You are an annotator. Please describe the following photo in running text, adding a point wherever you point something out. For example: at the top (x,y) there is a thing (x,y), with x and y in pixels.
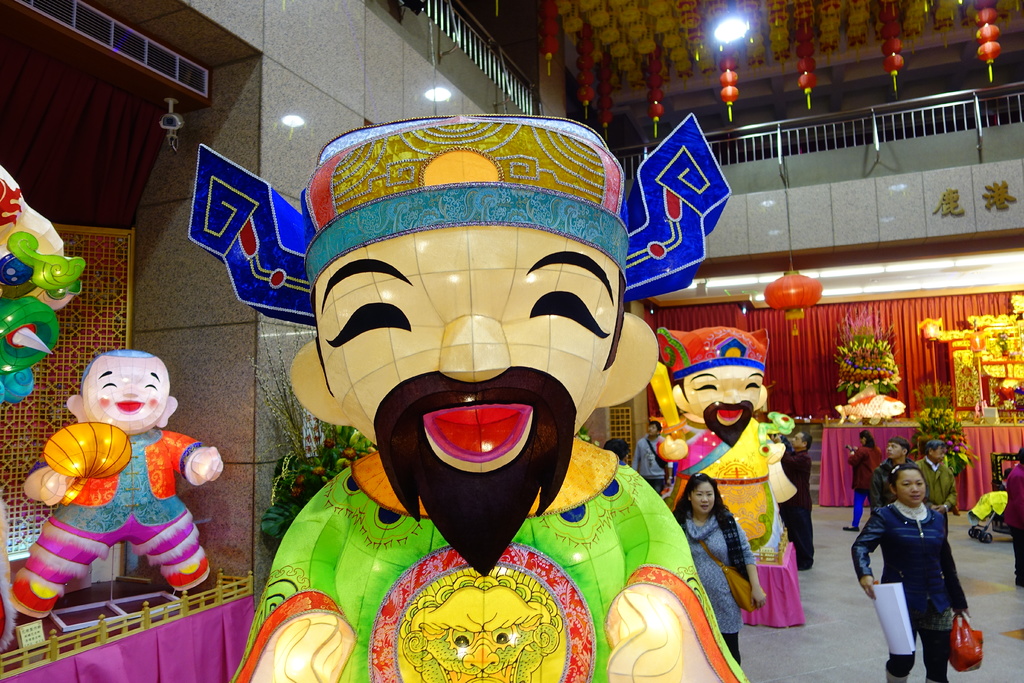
In the image there are huge toys (504,377) and it looks like some expo and many people (709,499) are taking photographs and visiting all the toys (591,388) and the walls (166,230) of the room (639,137) are made up of tiles (239,131) and there is a cc camera (172,132) fit to them. To the roof (719,42) there is a light (724,24) hanged and there is a steel rod fencing (477,66) around the floor (914,114) above the room (177,325).
